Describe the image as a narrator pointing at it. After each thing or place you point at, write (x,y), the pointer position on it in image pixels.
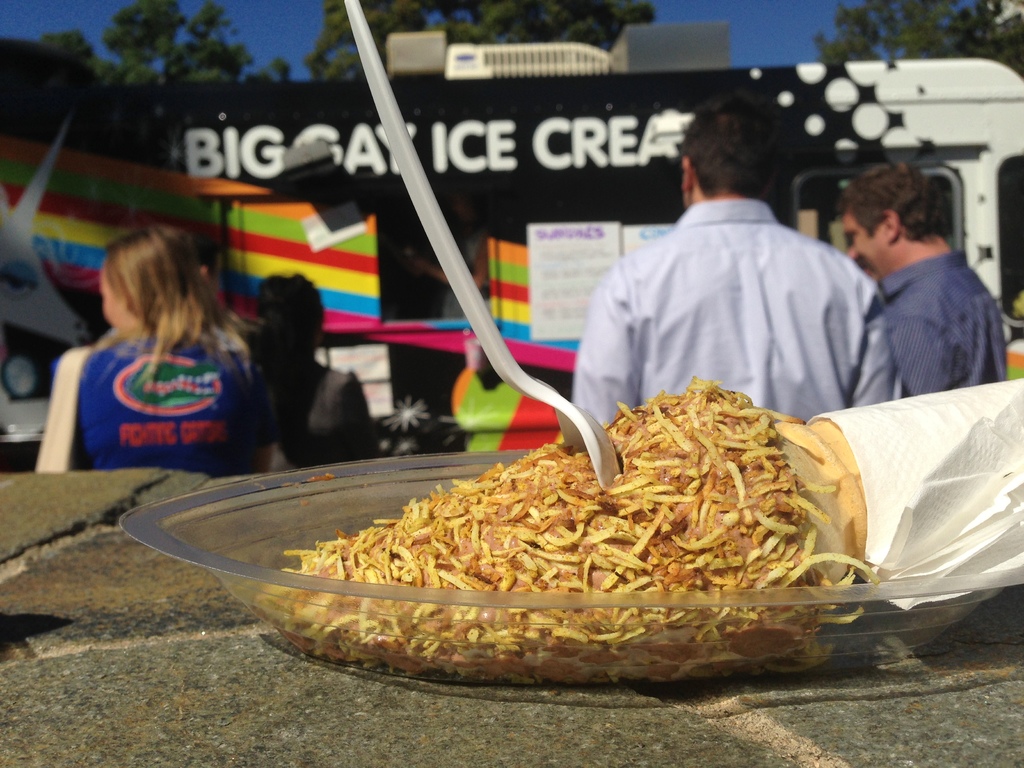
This image consists of a food item (436,580) kept in a plate (267,569) along with a spoon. In the background (961,321), there are few persons (948,313). And we can see a vehicle (414,212). It looks like a food cart (445,190). At the top (3,29), there are trees (558,40) along with sky (72,28).
